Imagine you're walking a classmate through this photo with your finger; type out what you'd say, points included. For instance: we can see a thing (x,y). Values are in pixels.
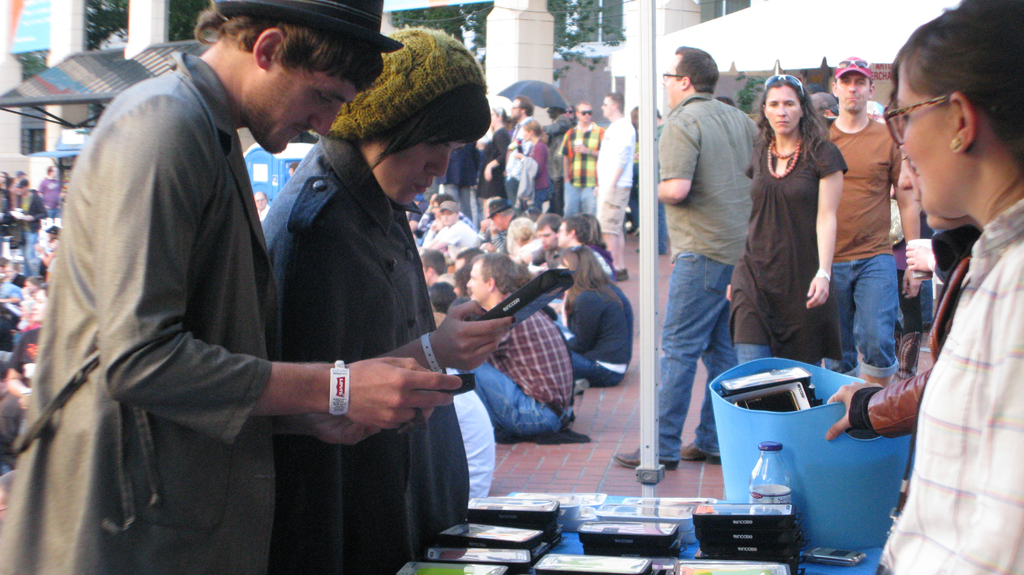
In the image I can see a place where we have some people (400,415) who are standing in front of the table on which there are some things (770,561) and also I can see some other people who are sitting on the ground (617,398) and some other things (844,487) around.
